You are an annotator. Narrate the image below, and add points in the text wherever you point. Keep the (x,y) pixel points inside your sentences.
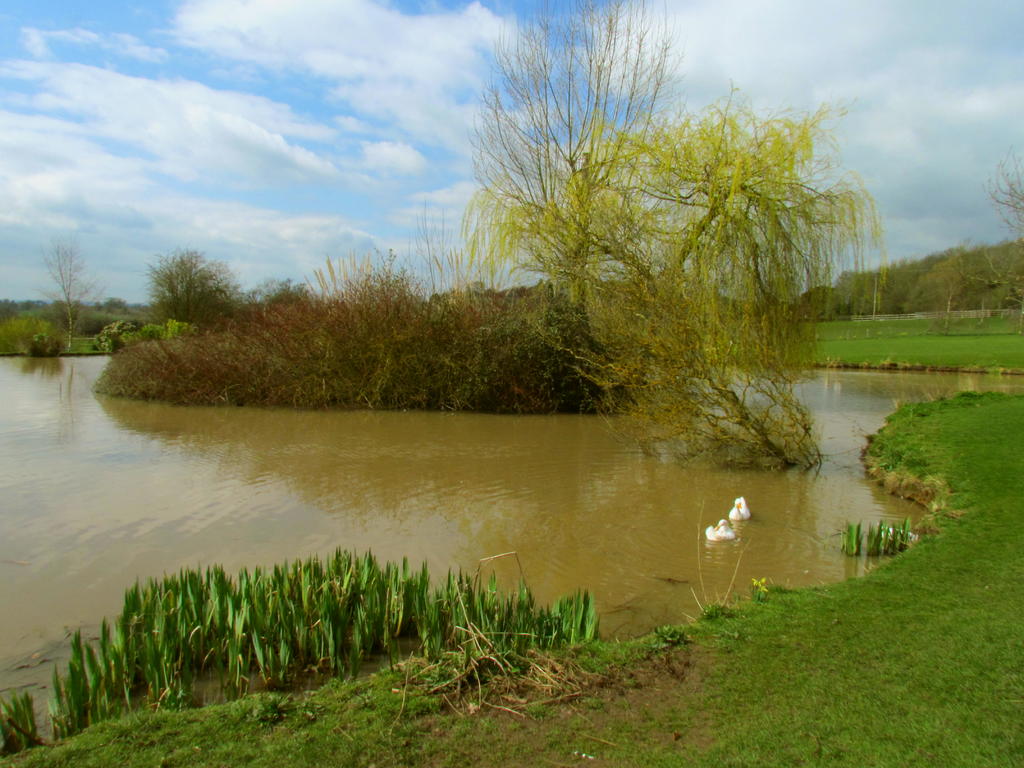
In the picture we can see a small canal (457,542) with water (500,543) and around it we can see a grass surface (932,333) and in the water (571,533) we can see some plants (422,405) and in the background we can see some trees (717,359) and sky (205,169) with clouds (288,137).
